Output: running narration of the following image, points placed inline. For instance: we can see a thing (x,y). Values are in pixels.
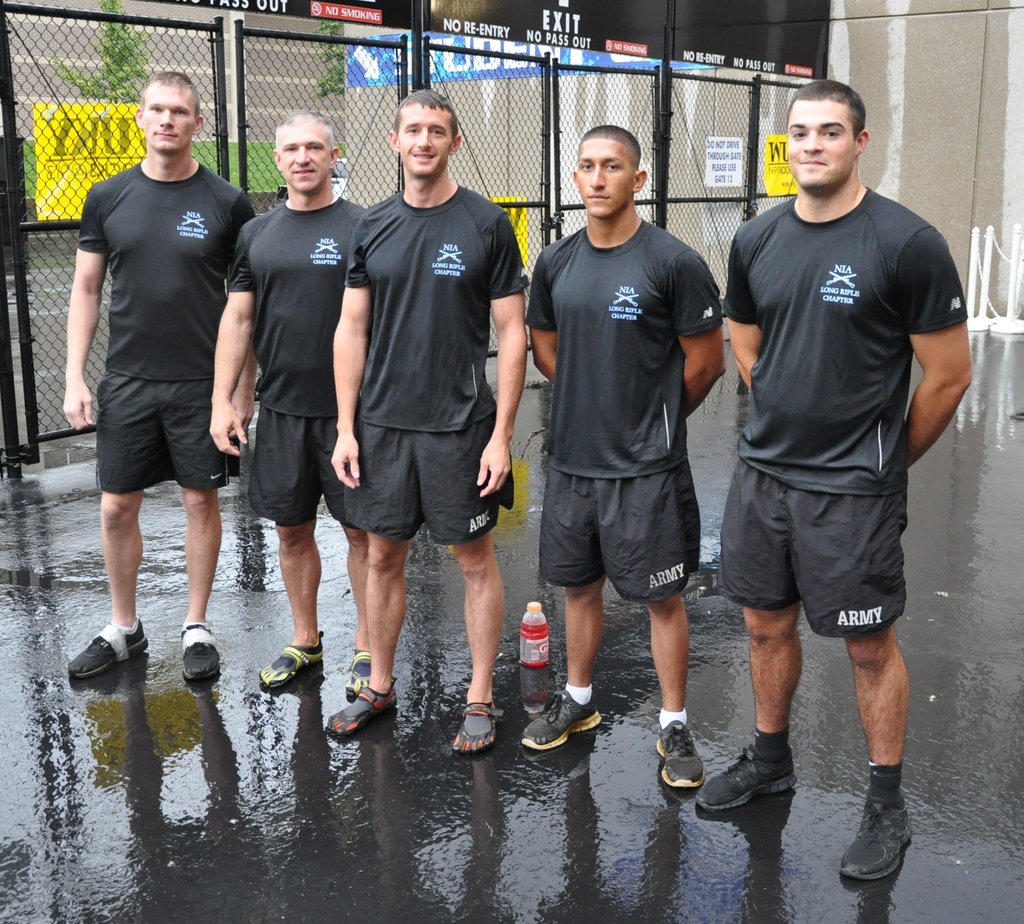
In this image I can see there are five people (551,422) standing and they are wearing black shirts (287,320) and shorts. There is a fence (771,115), plants (103,2), banner (90,144) and buildings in the backdrop (131,84).
